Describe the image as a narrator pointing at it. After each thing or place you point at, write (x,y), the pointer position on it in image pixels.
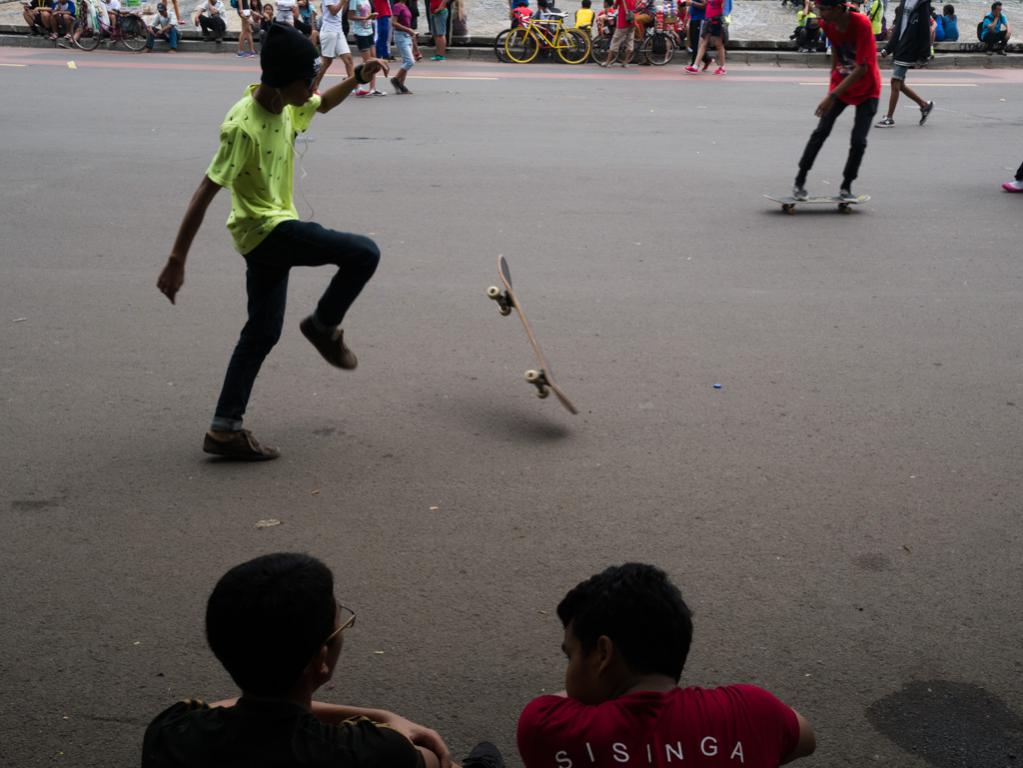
In this image in the center (342,359) there are some boys (850,157) who are skating, and in the background (620,29) there are some cycles (606,26) and some persons (618,32) are standing and some of them are sitting some of them are walking. At the bottom (437,708) there are two boys (669,708) and road (963,302), and in the background (1017,17) it looks like a wall (479,6).
